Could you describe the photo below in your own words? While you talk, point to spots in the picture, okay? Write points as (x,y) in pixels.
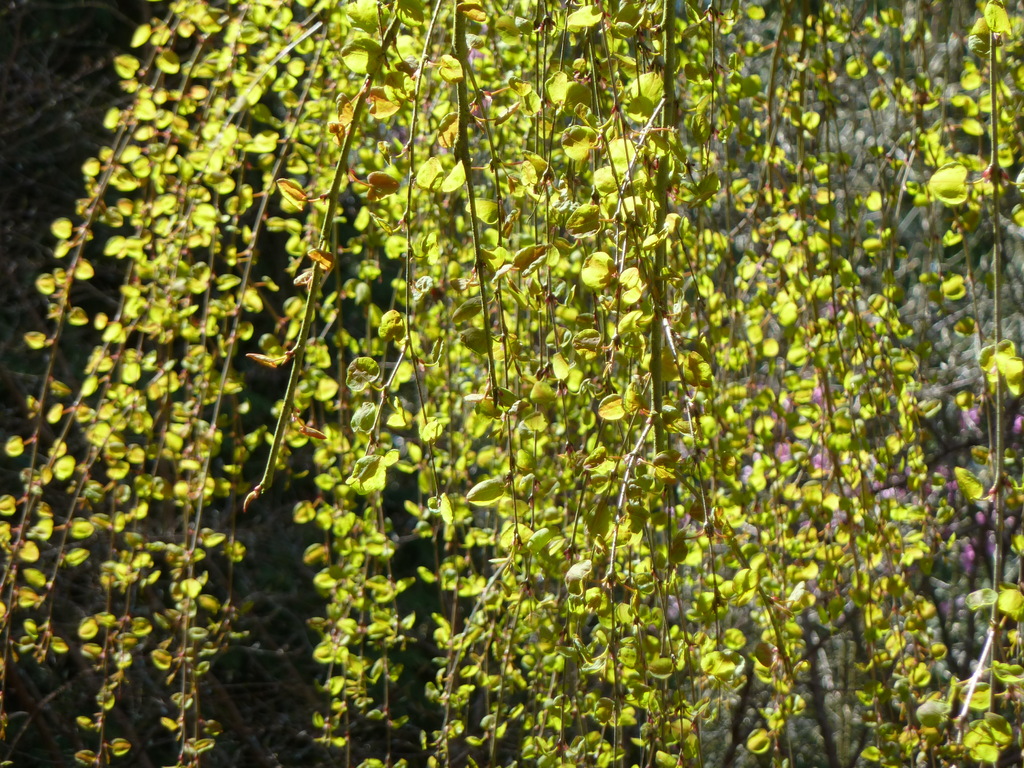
In this image I can see a creeper plant (638,224). I can see the leaves (578,230) and stems (654,346) in green color. In the background (879,110) there are plants (898,114).
